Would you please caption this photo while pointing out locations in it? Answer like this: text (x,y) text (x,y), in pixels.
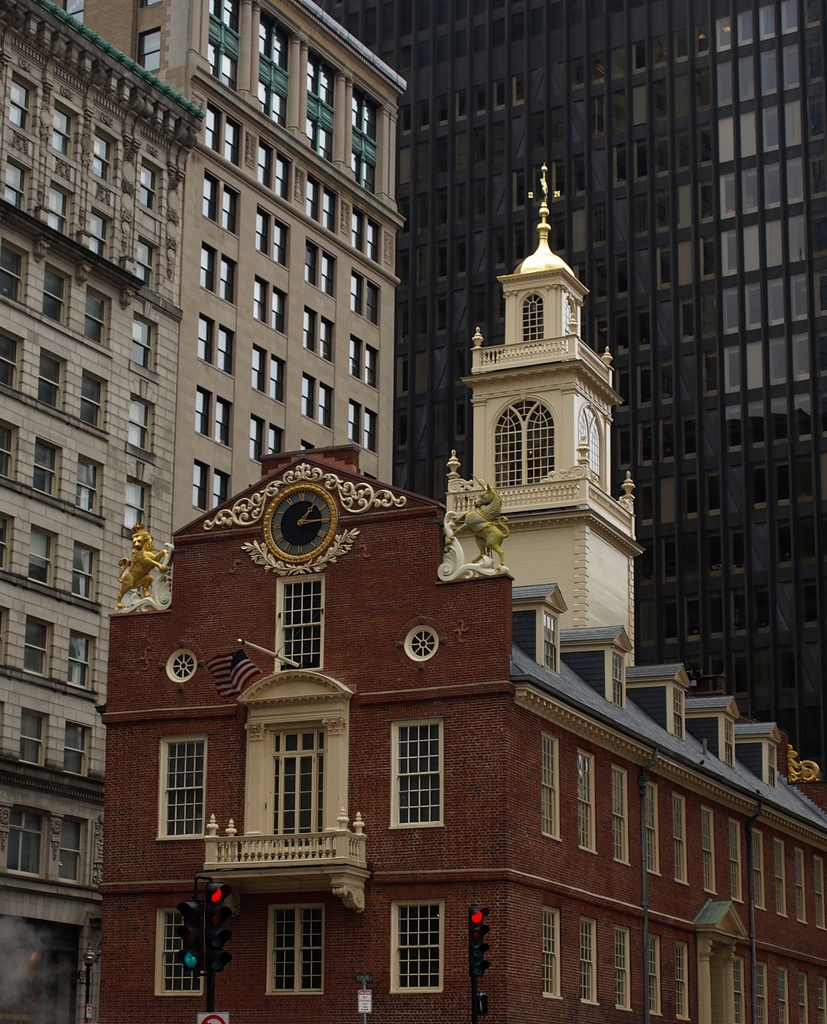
In the center of the image (427,366) we can see buildings (345,573), clock (302,554), statues (497,530), pole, windows (281,757), balcony (271,836). At the bottom of the image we can see traffic lights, poles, boards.
